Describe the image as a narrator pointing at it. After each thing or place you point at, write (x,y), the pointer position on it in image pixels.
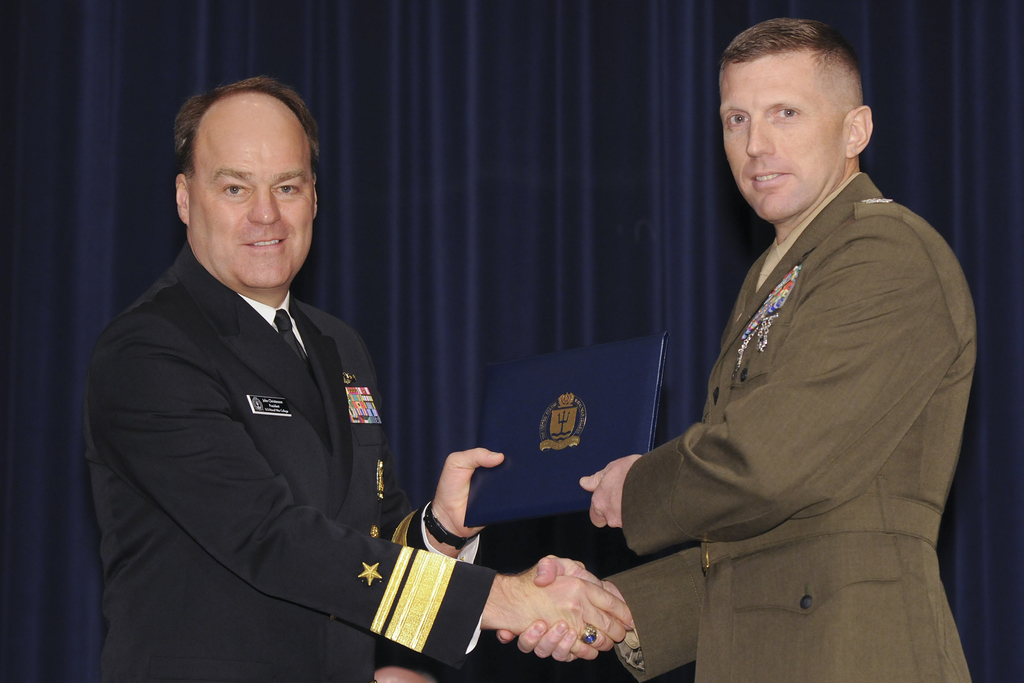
In the front of the image (192,441) I can see two people (292,352) are giving each other a handshake and holding an object (640,388). In the background of the image (666,409) there is a blue curtain (526,198).
